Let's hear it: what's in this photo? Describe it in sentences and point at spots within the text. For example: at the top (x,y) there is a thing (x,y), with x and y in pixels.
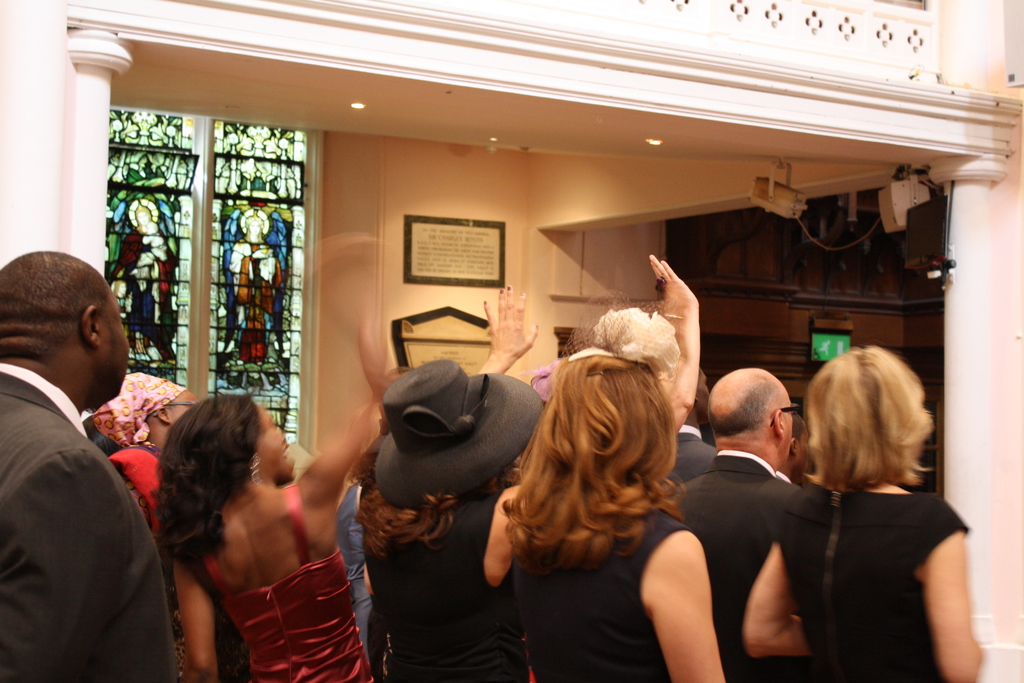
This picture shows few people (721,508) standing and we see a woman (442,452) wore a hat (427,443) on her head (428,441) and we see a designer glasses (225,336) to the window (300,175) and photo frames (489,237) on the wall (542,280) and we see lights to the ceiling (494,128) and we see few of them raising their hands (374,359).
